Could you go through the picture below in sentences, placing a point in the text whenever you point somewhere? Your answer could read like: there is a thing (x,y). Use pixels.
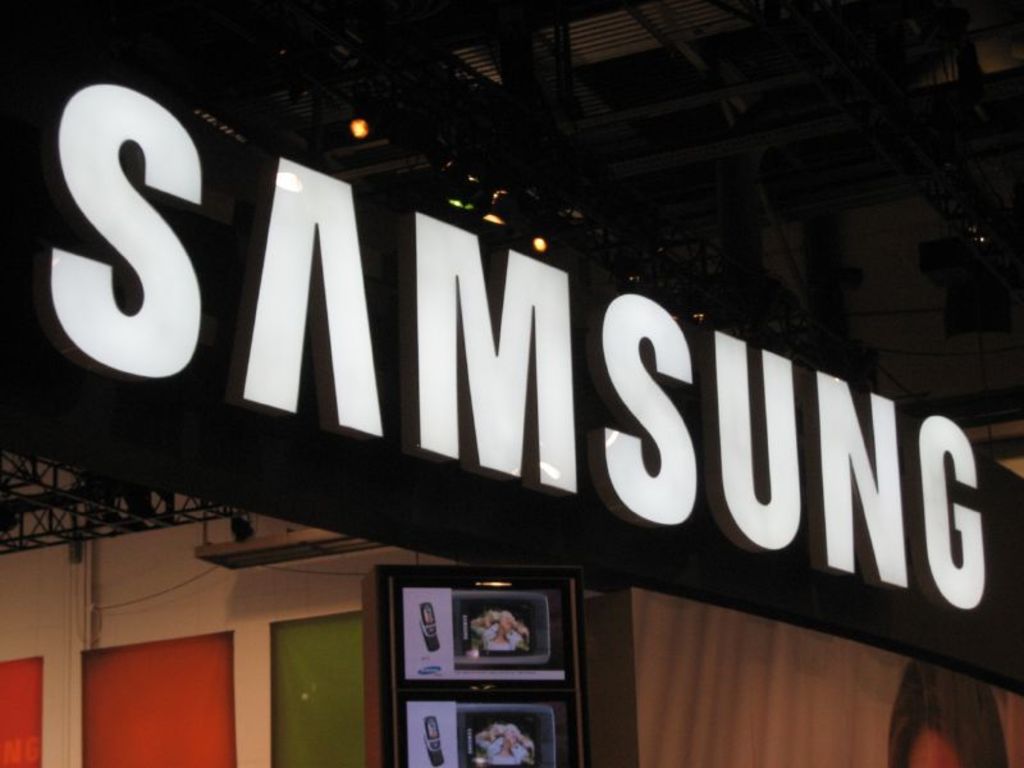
In this image there is a board (365,425) with some text (565,360) is hanging from the ceiling (529,133) and there is a board (430,656) with some images (412,628) is hanging on the wall (355,568), beside that there are a few color blocks (220,697) attached to the wall (180,607), on the other side there is like a curtain (818,726).
